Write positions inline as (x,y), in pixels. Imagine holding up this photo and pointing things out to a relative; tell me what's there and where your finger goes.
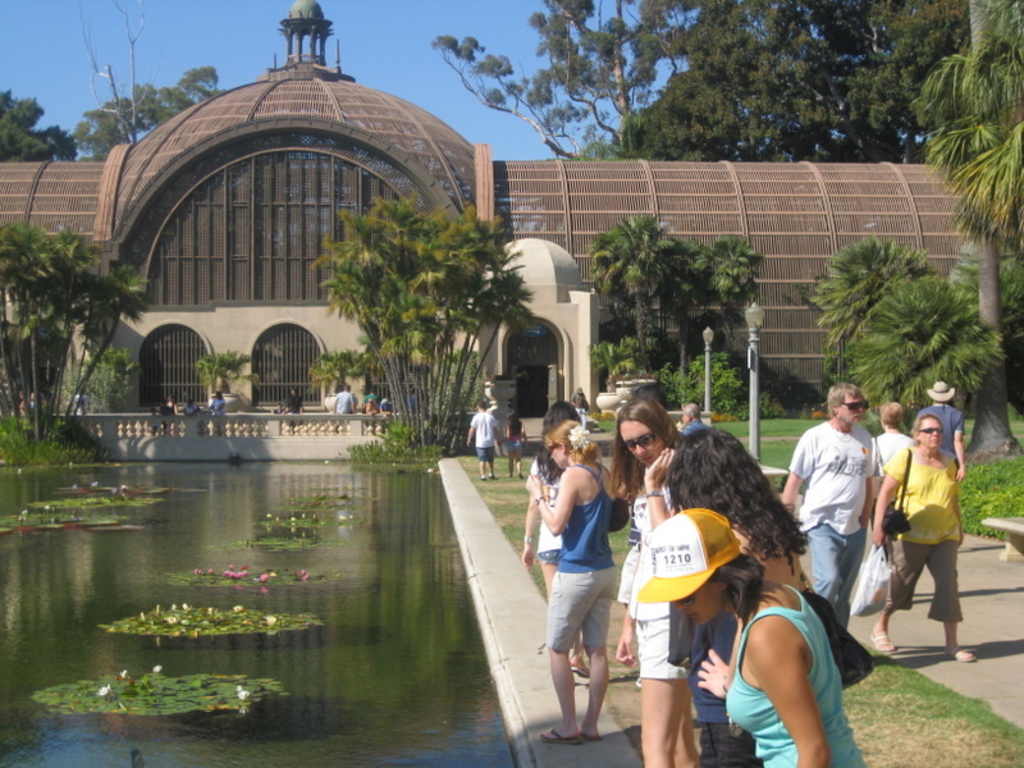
In this image in the center (573,510) there are persons (689,542) standing and walking. On the left side (279,626) there is water (334,663) in the pond (189,597). In the background (424,318) there are trees (424,318) and there is building (147,234) and there is grass (781,425) on the ground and there are poles (756,370).
